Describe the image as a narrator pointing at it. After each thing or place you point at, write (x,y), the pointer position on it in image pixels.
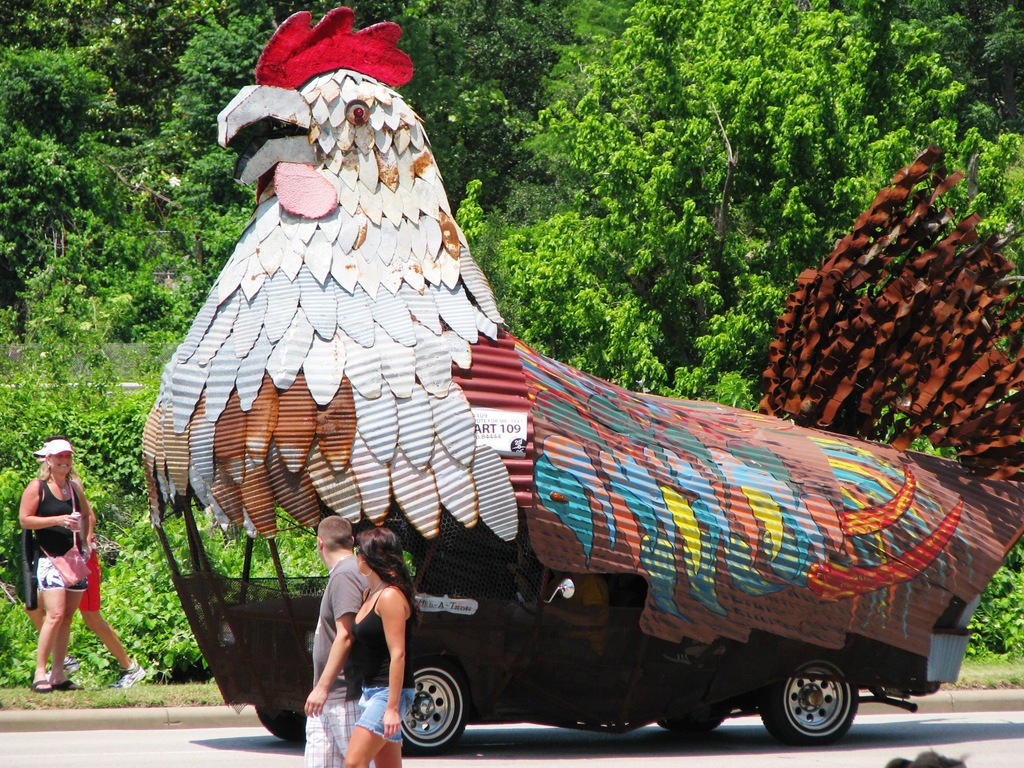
In this image I can see the vehicle (289,591) which is in the shape of hen (419,498). To the left (123,683) I can see few people (116,643) with different color dresses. In the background (549,167) I can see many trees (577,154).
